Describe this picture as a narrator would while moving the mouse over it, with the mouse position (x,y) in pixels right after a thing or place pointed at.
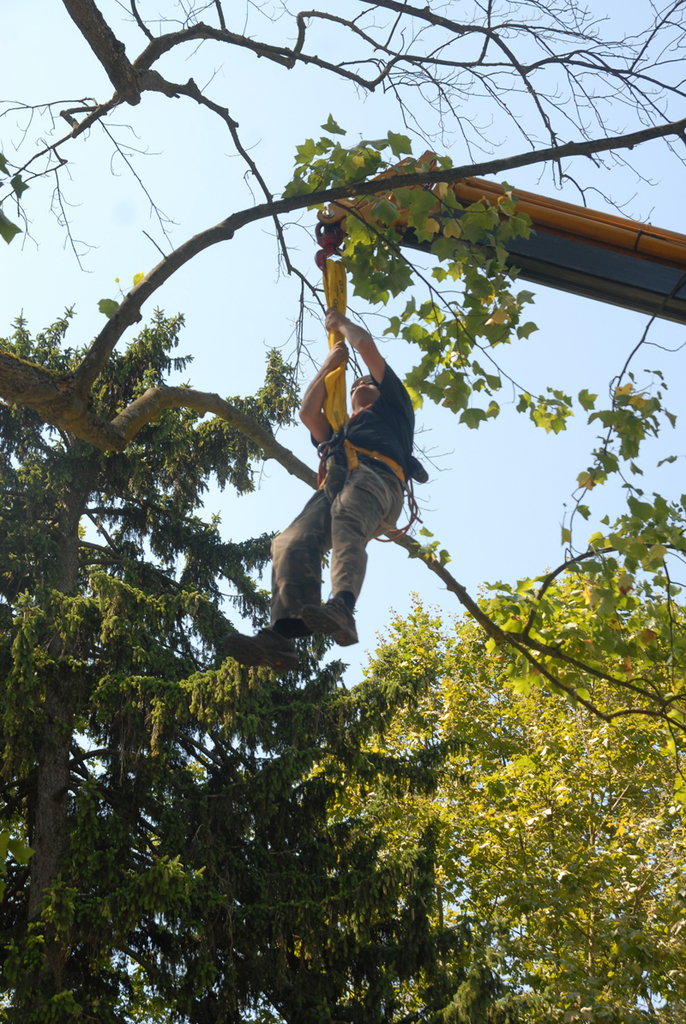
In the center of the image (403,507) we can see one person (289,582) is hanging with the help of a rope (335,385). And we can see the rope (335,279) is attached to the crane (326,254). In the background (536,172) we can see the sky (26,312) and trees (236,446).
